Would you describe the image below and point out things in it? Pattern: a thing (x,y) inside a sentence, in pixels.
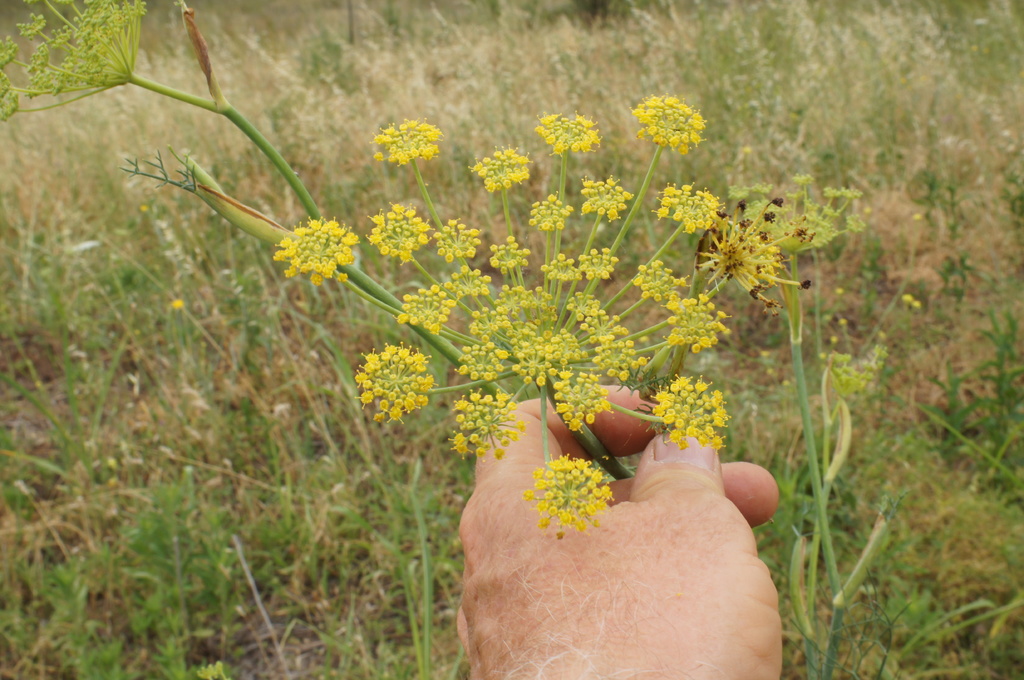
In this image we can see a person's hand (611,534) holding flowers (519,298). In the background (180,481) there is grass (450,433).
